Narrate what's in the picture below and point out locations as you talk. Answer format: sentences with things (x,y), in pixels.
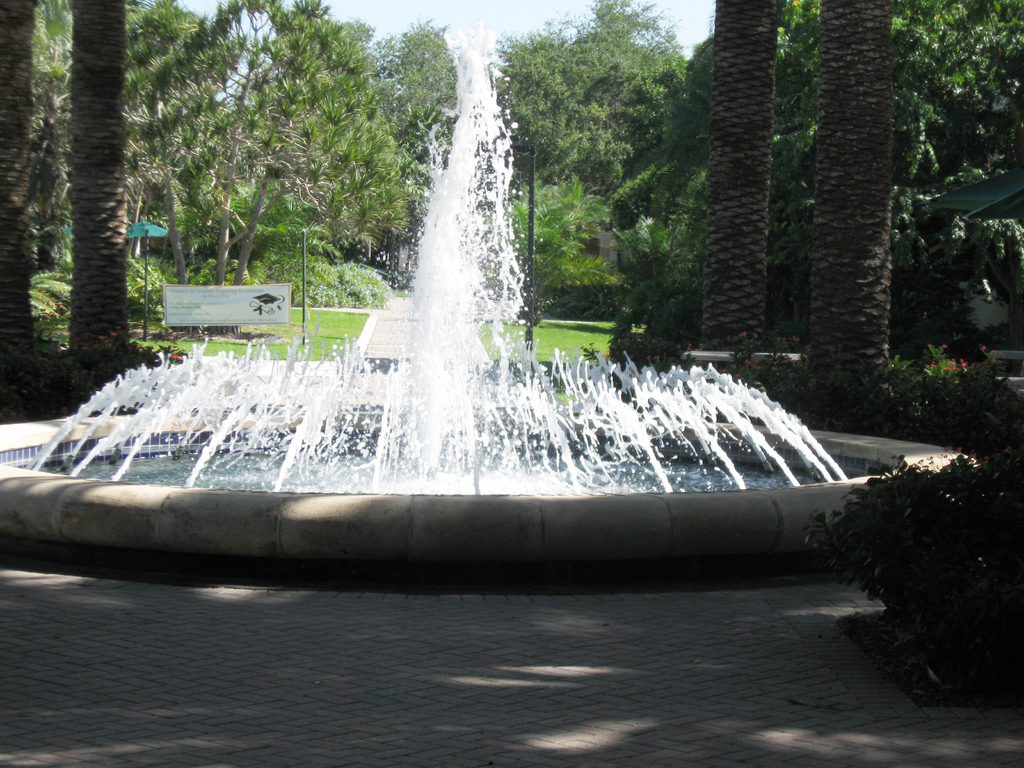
In the middle of the picture (531,436), we see the fountain (429,425). At the bottom (594,656), we see the road (644,644) and a plant (893,609). Behind the fountain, we see the poles (147,274) and a board (230,323) in white color. There are trees (376,203), green tent (947,198) and shrubs (790,327) in the background (754,223).
